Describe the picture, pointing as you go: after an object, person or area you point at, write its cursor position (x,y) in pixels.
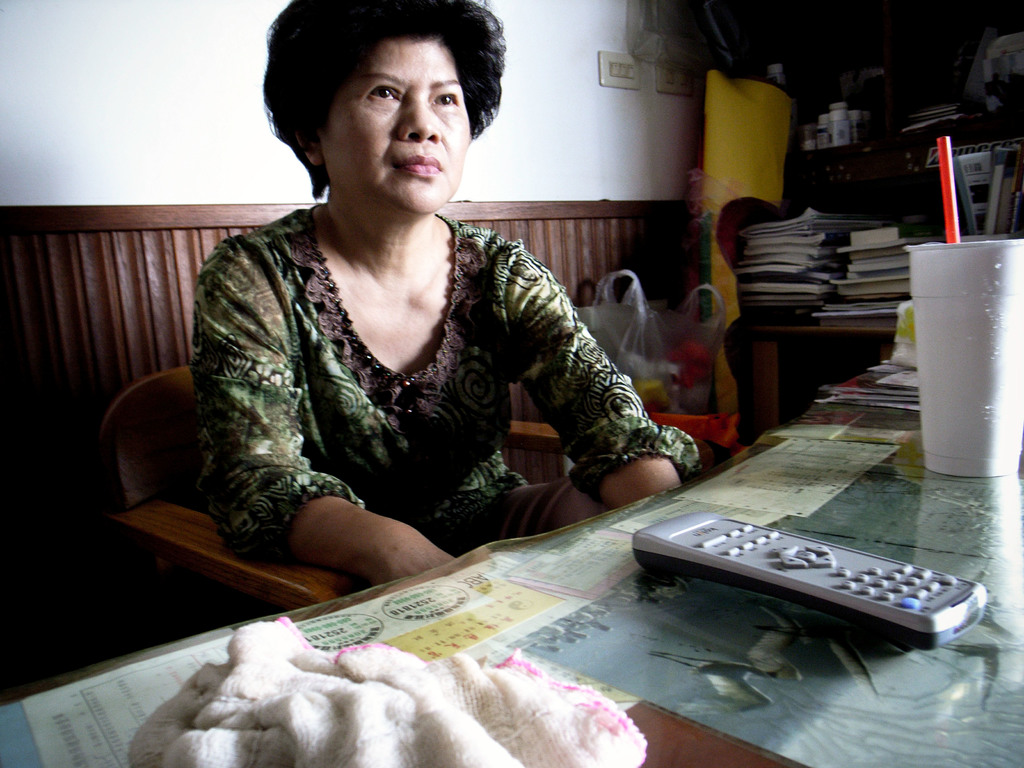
This image is taken indoors. In the background (209,120) there is a wall (572,105) and there are two switchboards (620,70). There is a wooden surface (94,289). At the bottom of the image (729,718) there is a table (633,702) with a napkin (246,743), a remote (810,549), a tumbler (941,397) with a straw (954,240) and many things (793,480) on it. On the right side of the image (846,250) there is a bookshelf (839,233) with many books (860,305). In the middle of the image (365,418) a woman (308,433) is sitting on the chair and there are a few things (643,372) in a cover (644,344).
